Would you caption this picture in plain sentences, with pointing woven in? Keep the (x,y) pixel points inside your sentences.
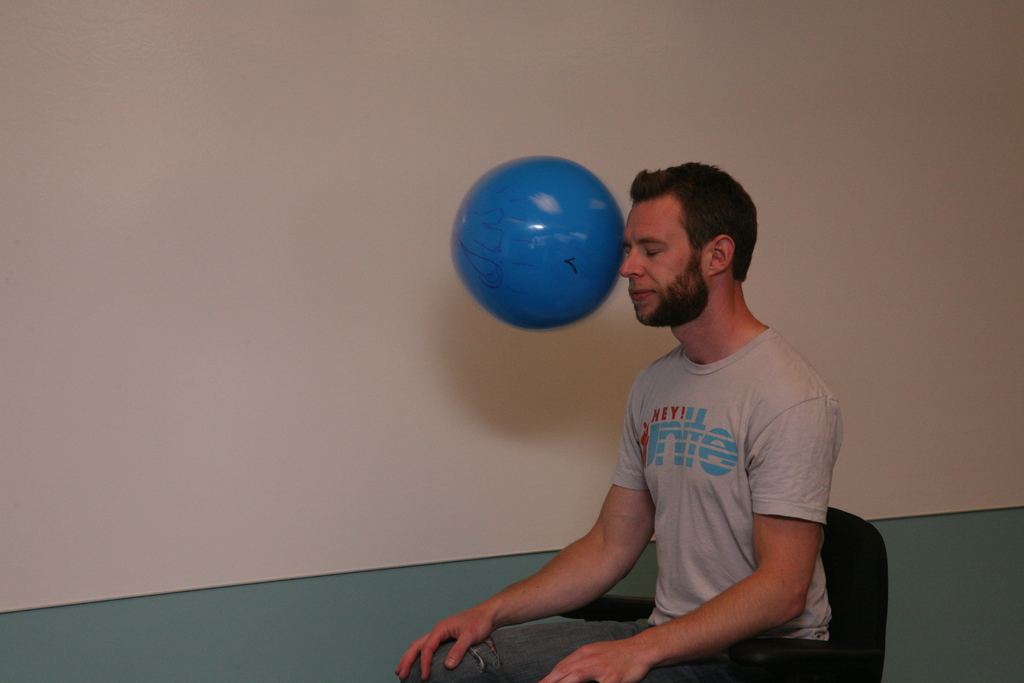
In this image I can see a person (711,524) sitting on a chair (811,681) and there is a blue ball (550,223) in front of him. There is a wall (311,88) at the back (357,81).
